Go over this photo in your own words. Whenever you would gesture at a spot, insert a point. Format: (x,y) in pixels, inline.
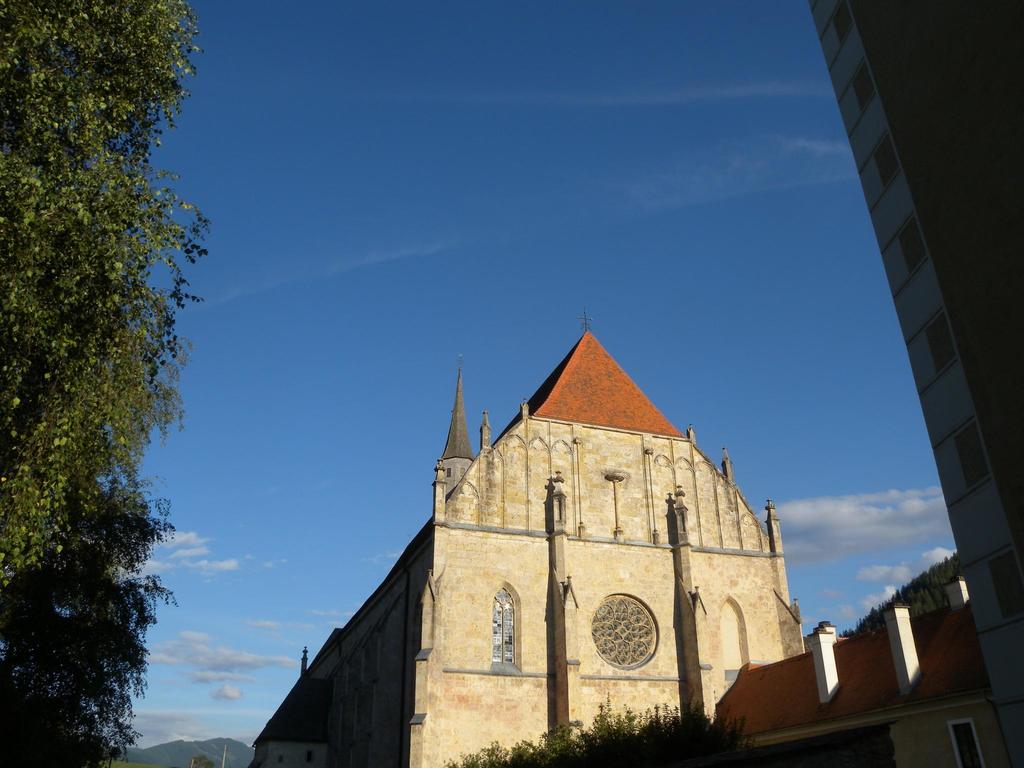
In the image we can see there are buildings (471,660) and trees (7,314). There is clear sky (488,329) on the top (680,230).
